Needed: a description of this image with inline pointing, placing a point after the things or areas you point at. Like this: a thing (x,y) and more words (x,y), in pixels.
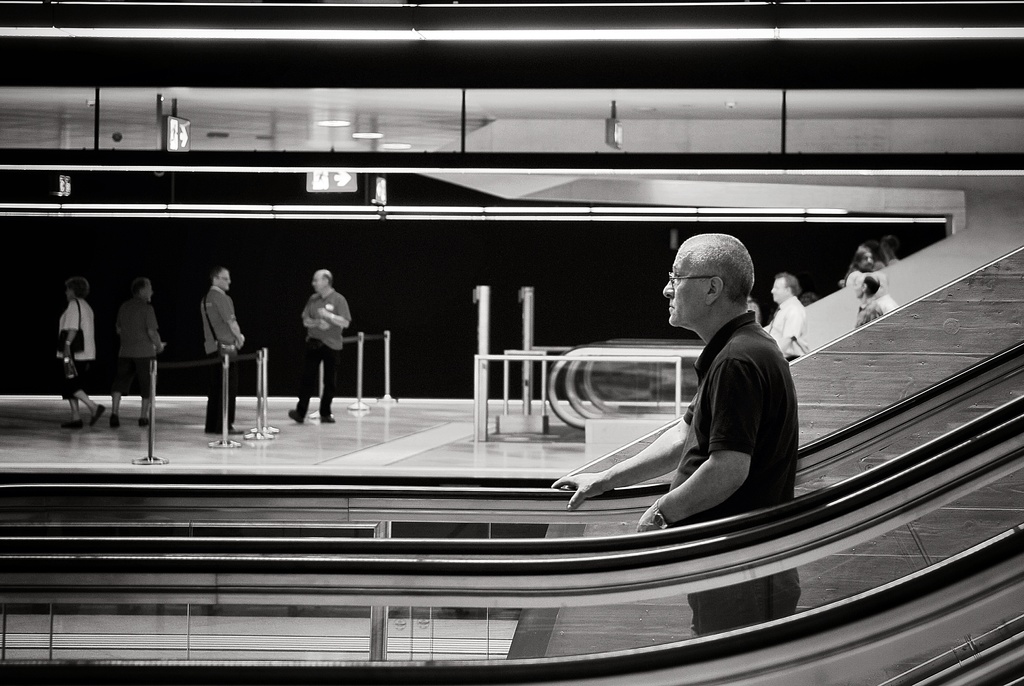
In this picture I can see a man (700,291) who is standing in front (712,416) and in the background (77,365) I can see the poles (227,409) and few people (239,332). On the top of this picture (60,205) I can see the lights (433,174) and I see few boards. I see that this is a black and white image.
